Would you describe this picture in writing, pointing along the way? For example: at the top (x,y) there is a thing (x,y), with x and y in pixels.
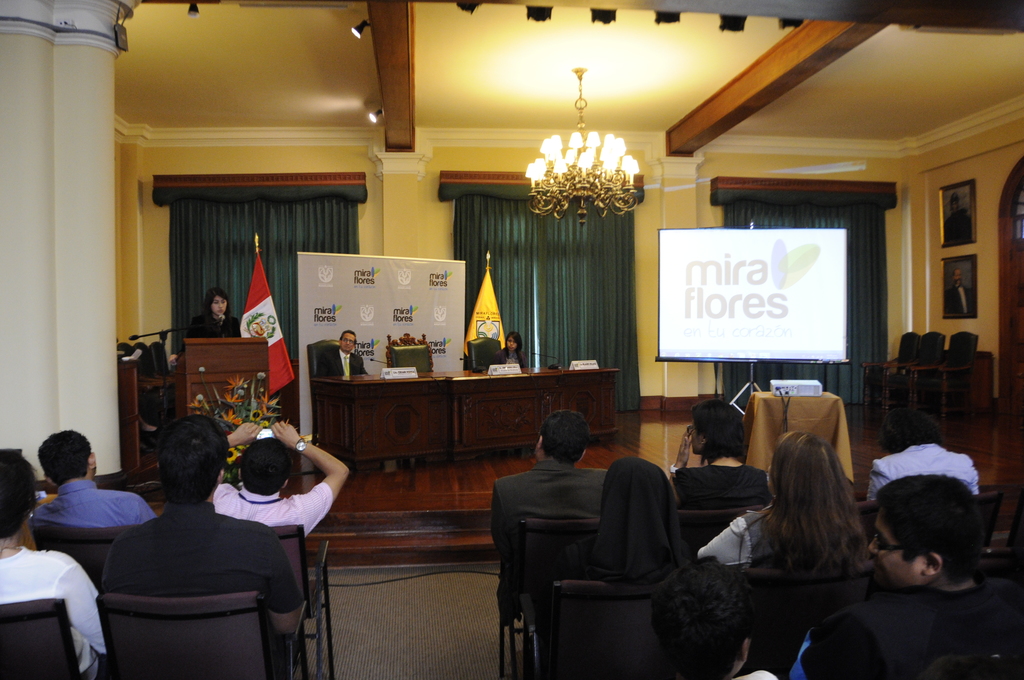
At the bottom (159,569), there are group of people (945,586) sitting in the chair (576,606). In the middle (343,374), there are two person (358,372) sitting on the chair (321,353) in front of the table (484,390) on which name plate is kept. In the right middle (711,353), a screen (786,314) is there of white in color. In the middle (547,266) both side, a curtain (819,223) is visible of green in color. A roof top (852,69) is yellow in color on which chandelier (543,153) is hanged. The wall (145,199) is yellow in color. In the left middle (177,357), a woman (207,331) is standing and speaking in front of the mike (221,319) in front of the standing table (241,362). Behind that there is a flag (282,337). This image is taken inside a hall (441,515).
